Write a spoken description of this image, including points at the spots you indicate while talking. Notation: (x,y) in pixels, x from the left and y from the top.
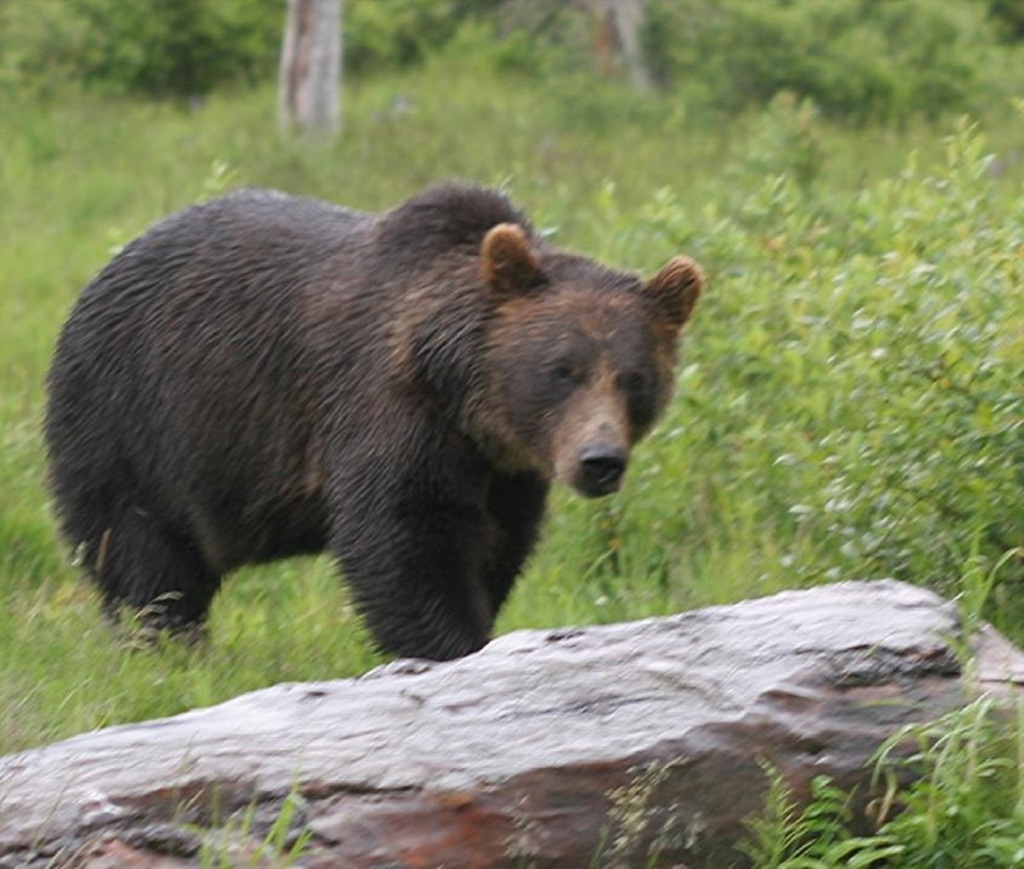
It is a bear (321,393) in brown color, at the bottom (569,768) it is the stone (568,749), there are trees (325,8) at the back side of an image (701,196).
